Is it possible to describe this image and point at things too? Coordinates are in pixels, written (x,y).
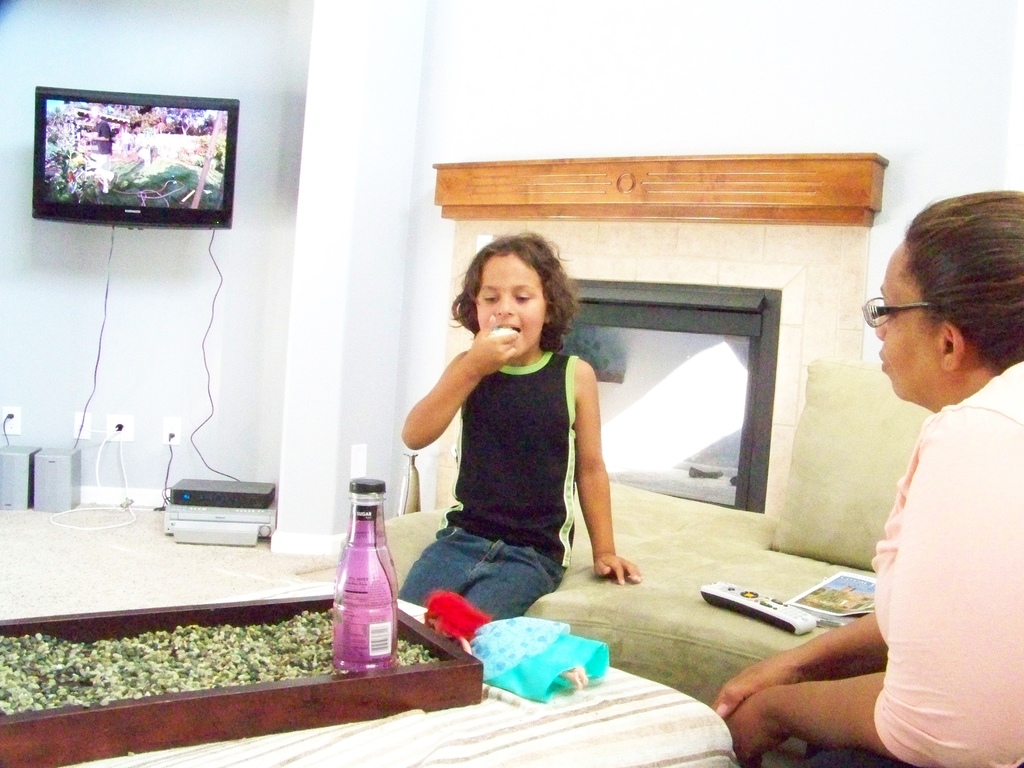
In this image we can see a child (474,483) wearing black dress (498,396) is eating something and we can see a woman (925,514) are sitting on the sofa (785,591). Here we can see a bottle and a doll (536,669) kept here also we can see the remote controller (763,609) and a book (857,592) kept here. In the background (76,134), we can see television (89,123), speakers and CD players (227,489) here. Here we can see the fireplace (634,291).
